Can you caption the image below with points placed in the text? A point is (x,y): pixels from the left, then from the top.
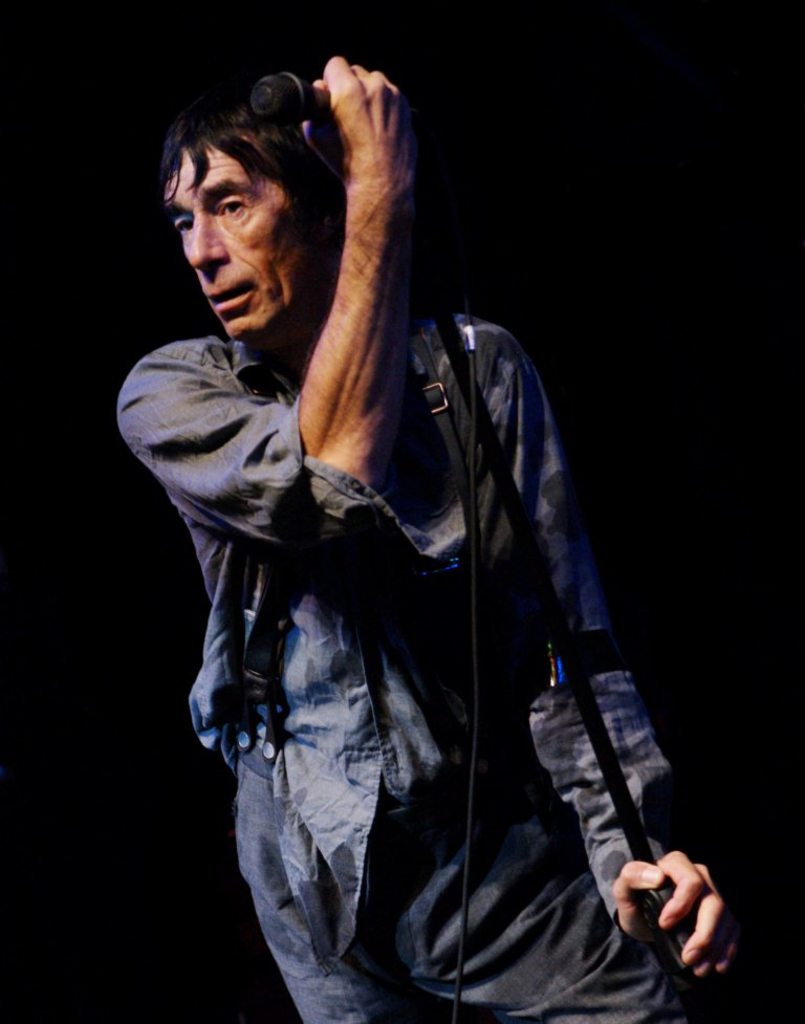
In this image we can see a man (459,546) holding a microphone (312,103) and stand (665,896) with his hands (650,873).
